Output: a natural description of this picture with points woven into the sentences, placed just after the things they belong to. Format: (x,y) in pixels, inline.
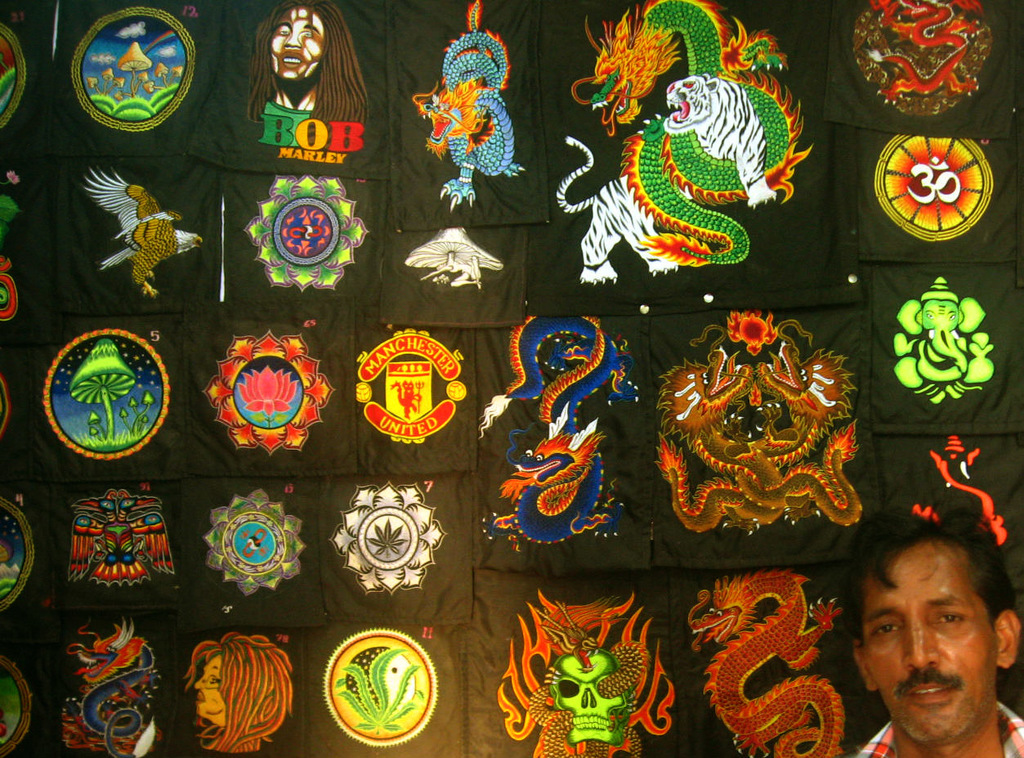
In this picture we can see a person (866,575) in the bottom right (950,573). There are a few images (608,683) of animals (472,198), people (230,712), flowers (223,522), plants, logos (410,355), symbols (248,541), gods (986,347) and other things (246,526) on a black surface (320,527).
